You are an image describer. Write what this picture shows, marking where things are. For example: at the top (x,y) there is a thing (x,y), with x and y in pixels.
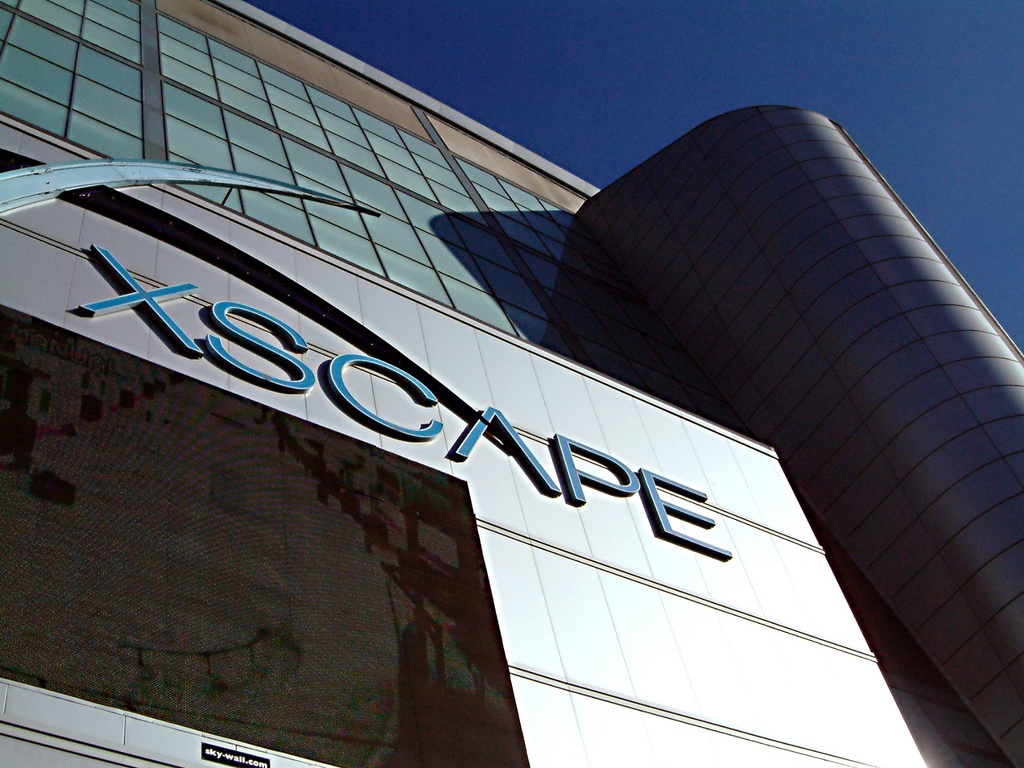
In this image we can see a building (611,327) with text (636,489) and the sky (544,100) in the background (936,96).
